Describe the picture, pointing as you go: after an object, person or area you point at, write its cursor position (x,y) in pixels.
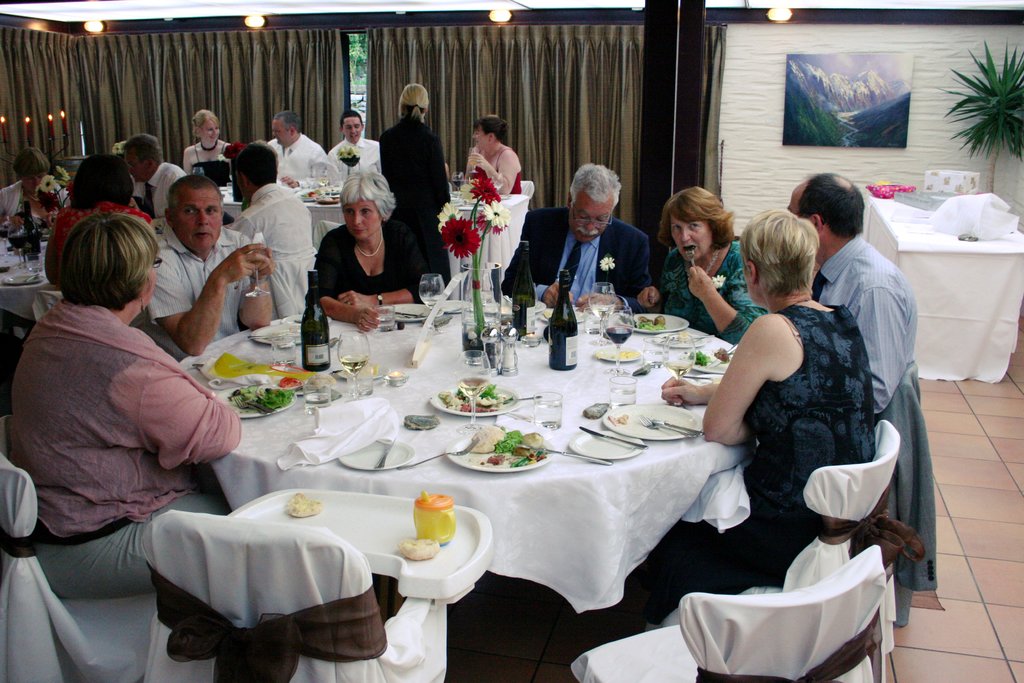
This picture is an inside view of a restaurant (965,303). There are people (162,262) sitting on chairs (840,494) at the table (673,477). A cloth (542,481) is spread on the table (273,435). On the table (288,430) there are glasses (341,350), bottles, plates (473,398), food (490,388) and a flower vase (474,317) at the center (470,321). There are lights (783,17) to the ceiling (593,6). At the left corner of the image (5,124) there are candles (28,126) on the candle holder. In the background (312,83) there is wall (749,104) and a curtain (559,124).
